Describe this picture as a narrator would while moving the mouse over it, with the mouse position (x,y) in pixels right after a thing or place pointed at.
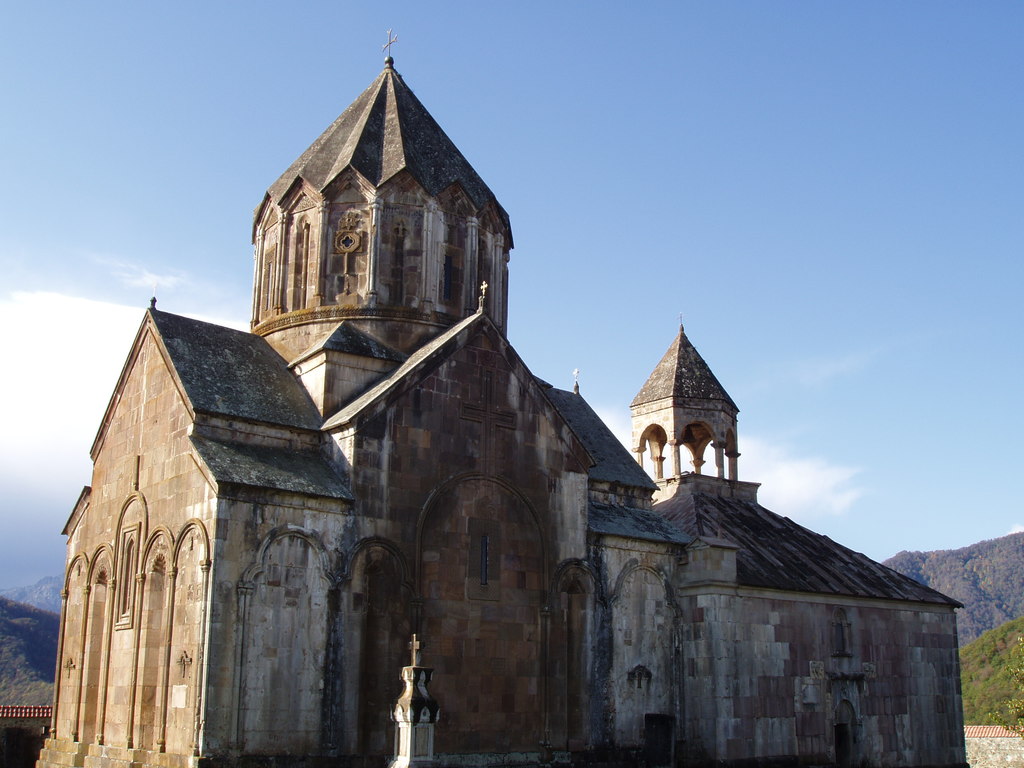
In this image, I can see a building (672,559). At the bottom left (30,629) and right side of the image (975,642), there are hills (995,629). In the background (493,14), there is the sky (708,103).
